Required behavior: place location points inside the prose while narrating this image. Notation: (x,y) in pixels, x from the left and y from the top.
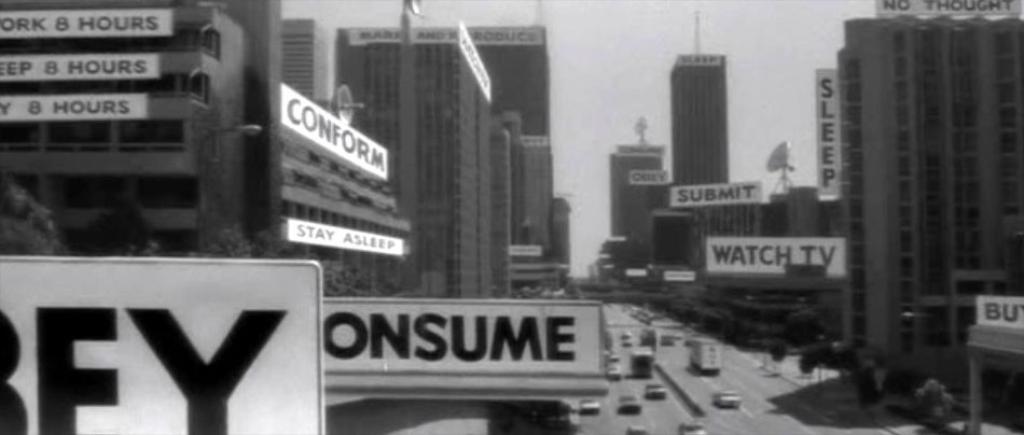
In the picture we can see a black and white photograph of the city (927,176) with many buildings (906,259) and middle of it we can see a road (747,400) with vehicles (720,400) on it and near to the roads (761,400) we can see a path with some plants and in the background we can see a sky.
